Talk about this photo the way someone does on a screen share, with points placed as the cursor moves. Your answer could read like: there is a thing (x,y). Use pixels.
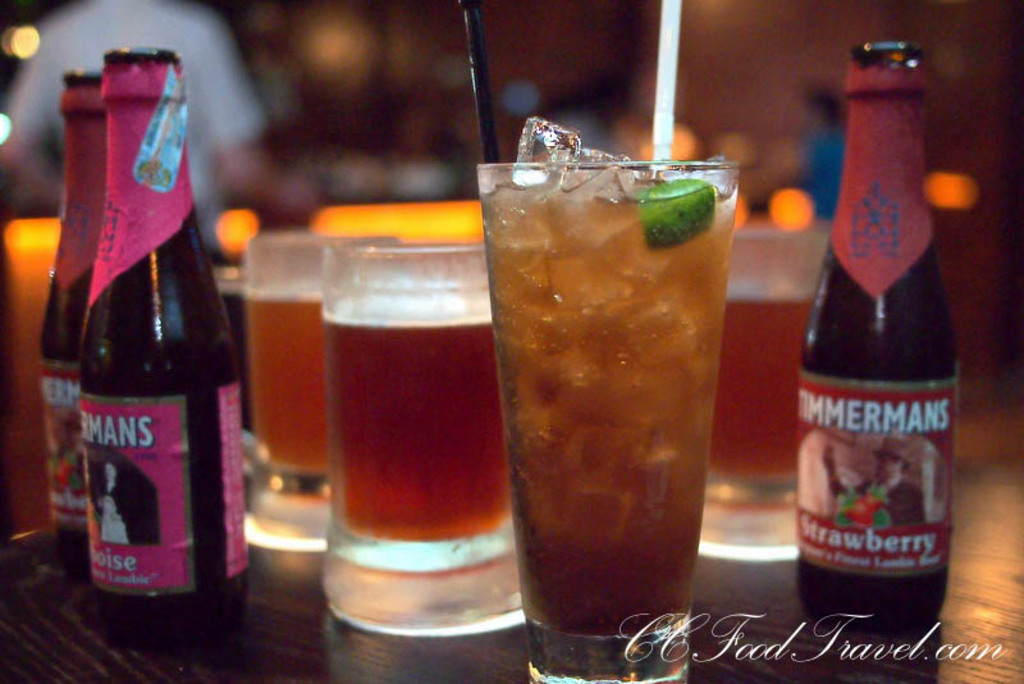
In the picture we can see some bottles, glasses (459,476) in which there is some drink (497,502).
